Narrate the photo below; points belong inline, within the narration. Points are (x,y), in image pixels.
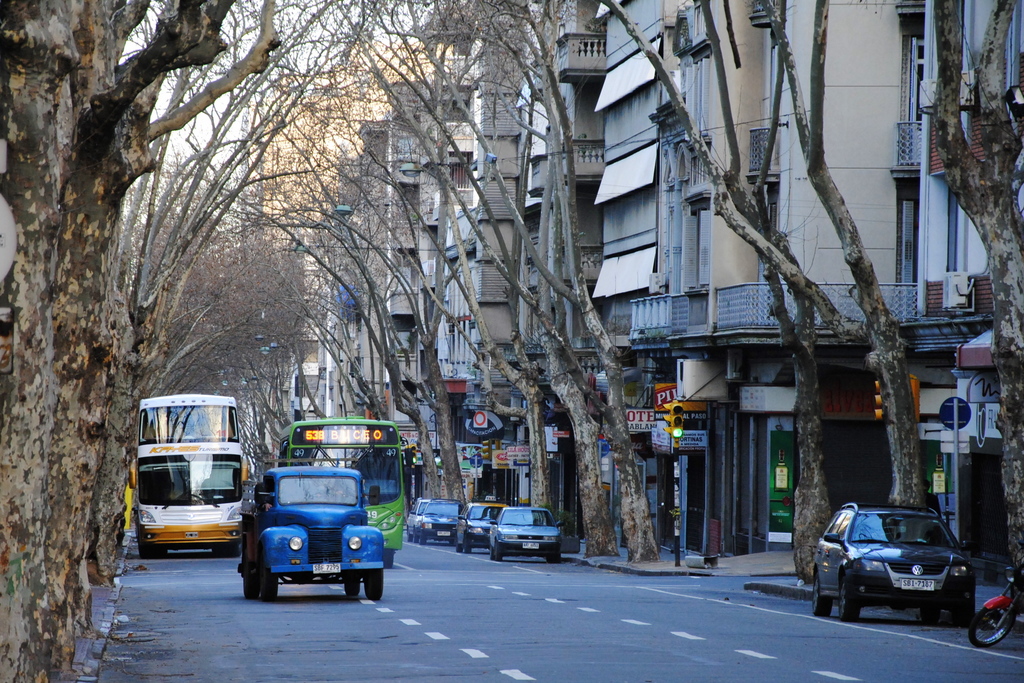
In this picture I can see the cars (479,522), buses (221,424), bikes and other vehicles (334,496) on the road (451,623). Beside the road (489,646) I can see many trees (233,390). On the right (896,292) I can see many buildings (927,229). In front of the building (472,396) I can see the posts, traffic signals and other objects (686,439). At the top (281,35) I can see the sky (294,19).
